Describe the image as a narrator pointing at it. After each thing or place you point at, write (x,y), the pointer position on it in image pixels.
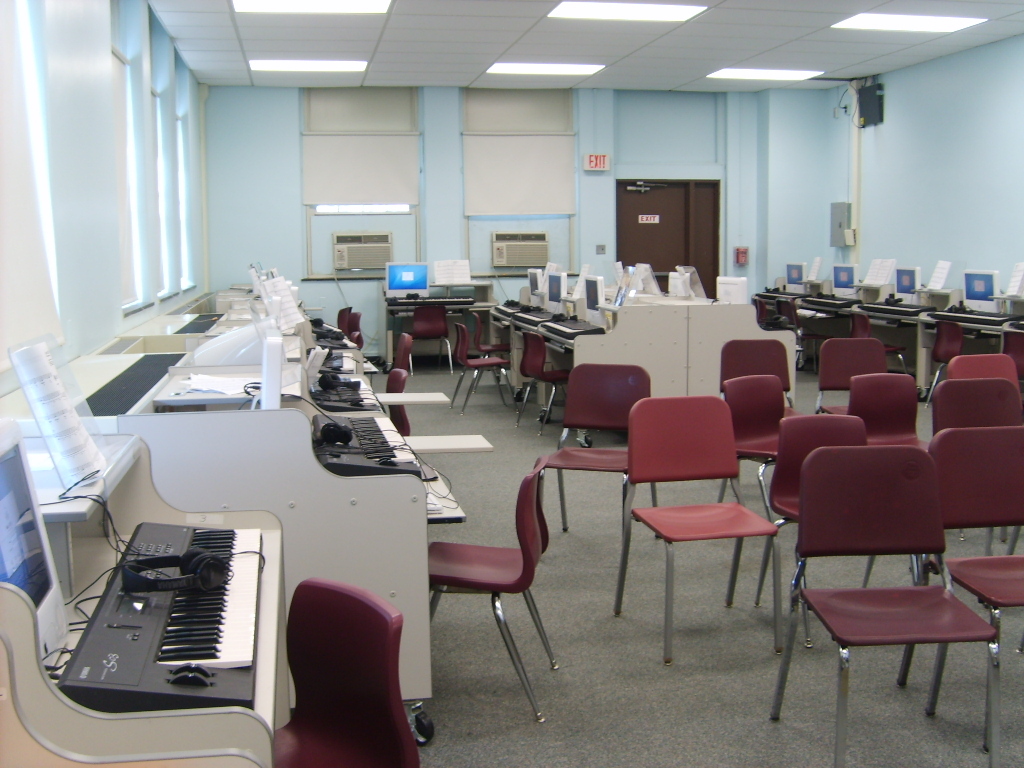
This image describes about a room (215,474) in this room (108,561) we can see a piano (120,589) on the table (40,656), and also we can see some chairs (898,479), in the background (599,314) we can see monitors (602,292) pianos (583,324) on the table (607,317).
